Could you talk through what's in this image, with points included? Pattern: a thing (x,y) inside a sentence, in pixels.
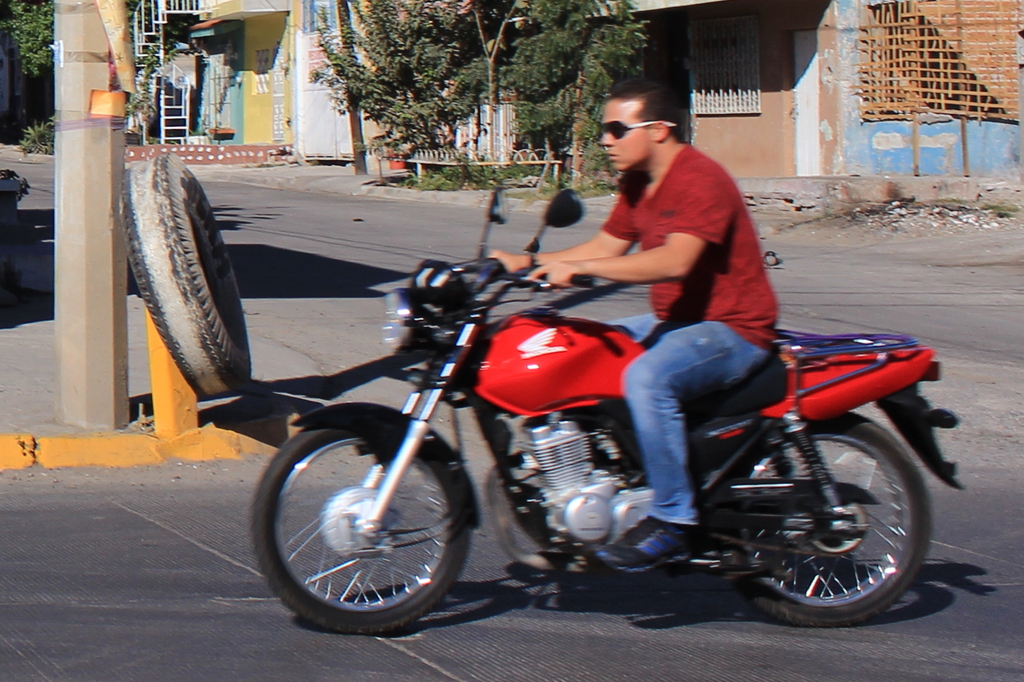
It is a road (97,601), a person (685,265) with red color shirt (692,279) is riding a red bike (761,416) towards left (162,261) there is a tire (202,305) beside the person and also a pole (87,191) to which the tire (171,222) is hanged, in the background (363,146) there is a tree (458,72), few houses (305,15) and a pole (358,153).
